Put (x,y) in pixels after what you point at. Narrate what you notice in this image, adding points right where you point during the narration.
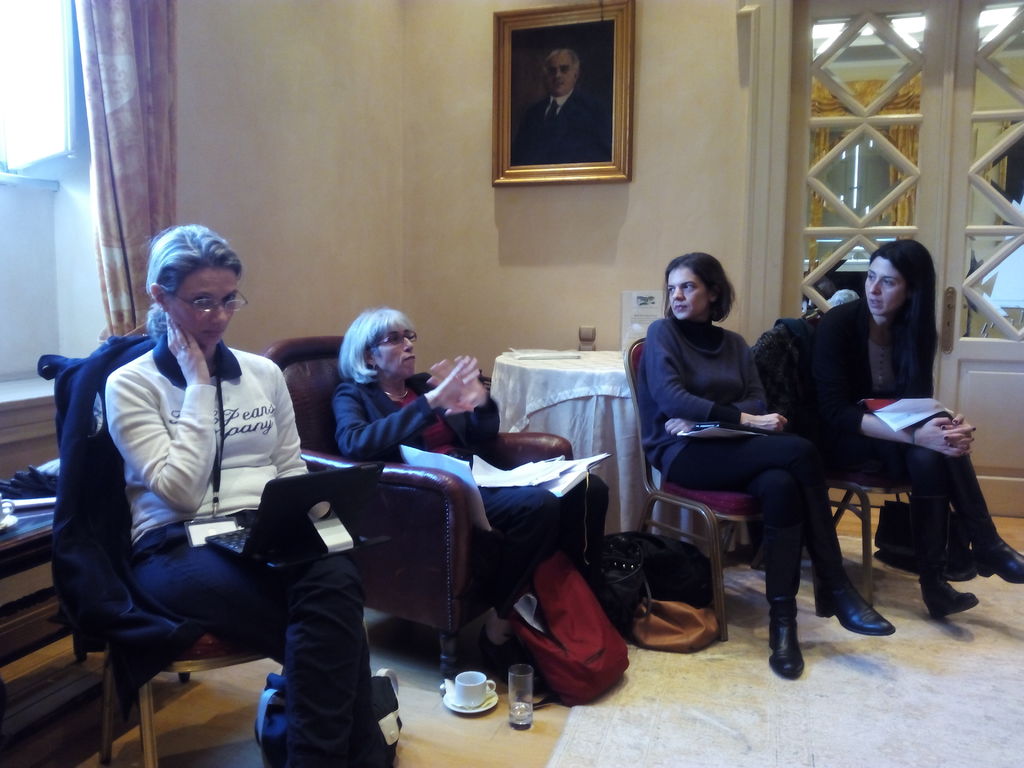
In this image, on the left (164,468) there is a woman (202,505), she is sitting, she is holding a laptop (258,558). In the middle (472,398) there is a woman (392,359), she is sitting. On the right (823,420) there are two women (762,450), they are sitting. In the middle (585,410) there are bags (668,637), chairs (504,435), tables (605,405), curtains (139,136), windows (38,122), doors (883,199), photo frame (574,184), posters (651,305), floor (784,708) and a wall (388,293).
